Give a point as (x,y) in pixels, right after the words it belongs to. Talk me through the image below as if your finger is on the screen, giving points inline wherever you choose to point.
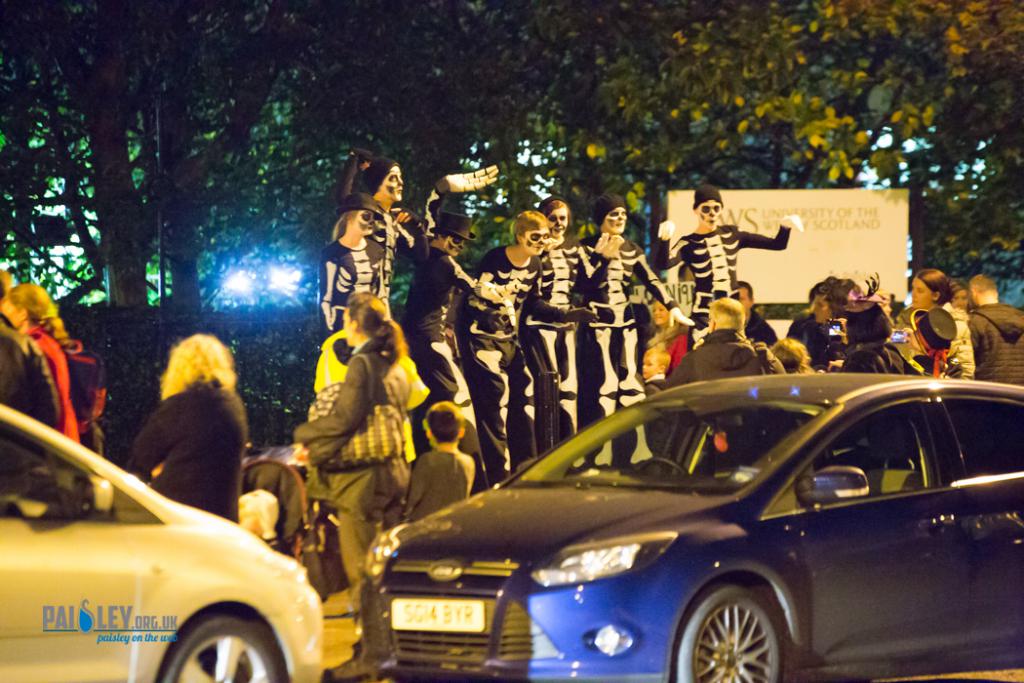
In the center of the image (601,373) we can see some people (604,323) are standing and they are looks like halloween. In the background of the image (982,198) we can see the trees (595,196), lights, boards (793,203), vehicles (940,497) and some people (349,380) are standing. At the bottom of the image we can see the road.
